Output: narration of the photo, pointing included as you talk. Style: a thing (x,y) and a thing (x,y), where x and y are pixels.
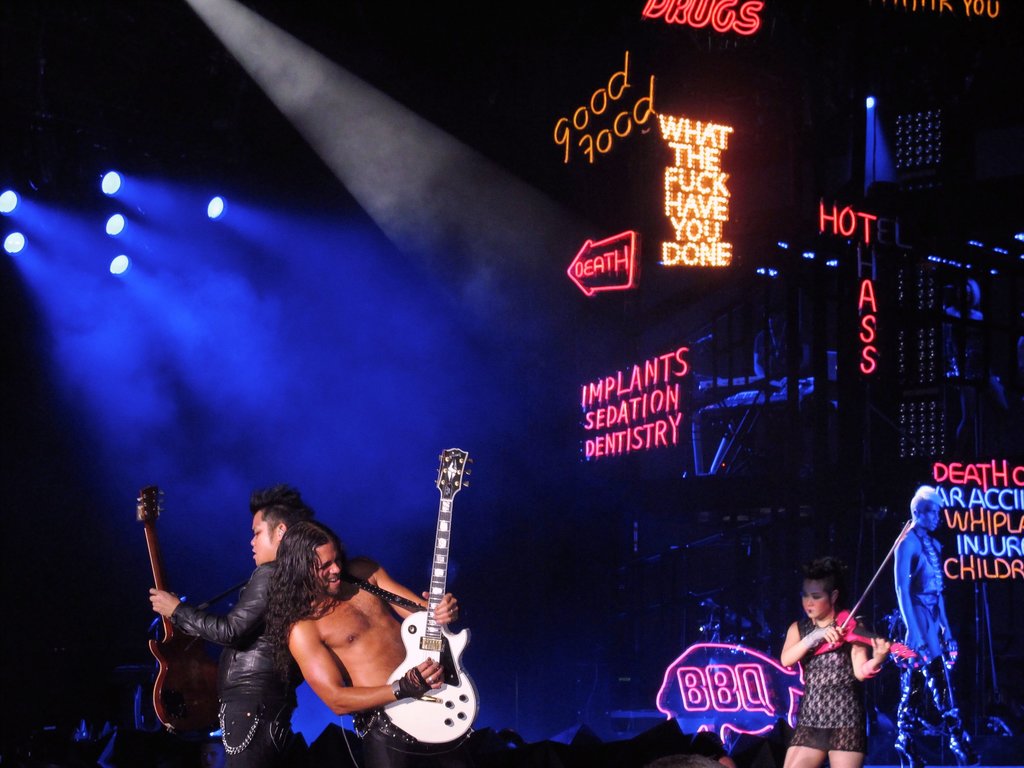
This is the picture taken on a stage (565,638), there are group of people (262,617) performing the music instruments (452,645). Background of these people (281,637) is a banner (568,266) with lightings (673,385).
